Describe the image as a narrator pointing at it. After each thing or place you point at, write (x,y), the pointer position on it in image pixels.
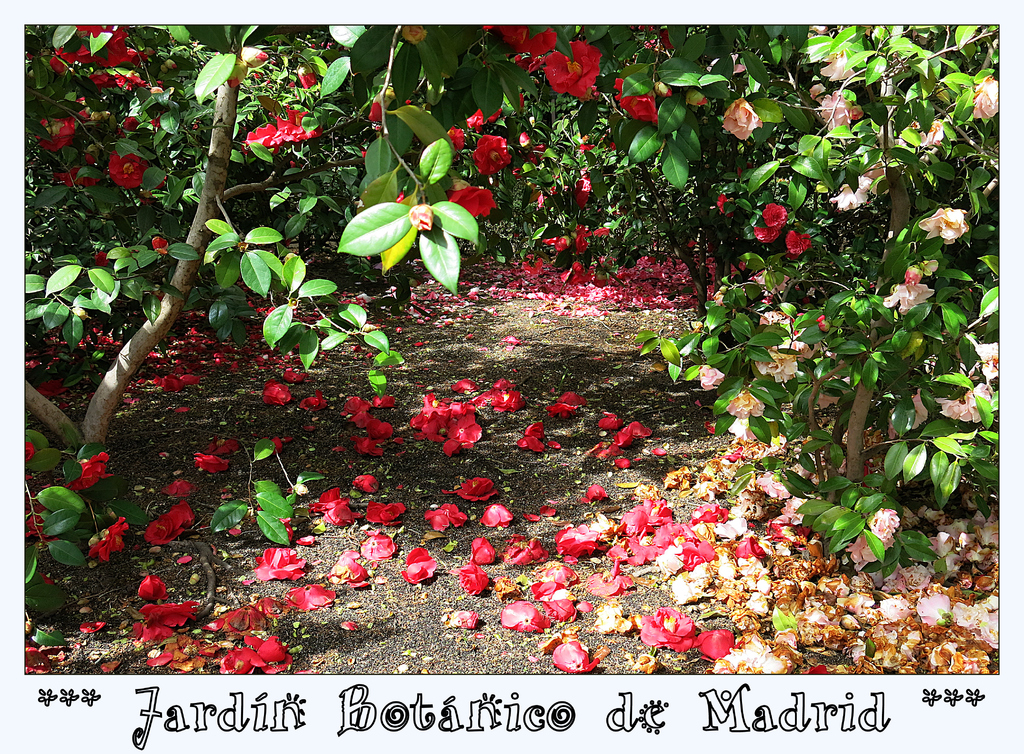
This is an edited picture. I can see plants (244,303) with flowers (574,268), and there are words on the image.
